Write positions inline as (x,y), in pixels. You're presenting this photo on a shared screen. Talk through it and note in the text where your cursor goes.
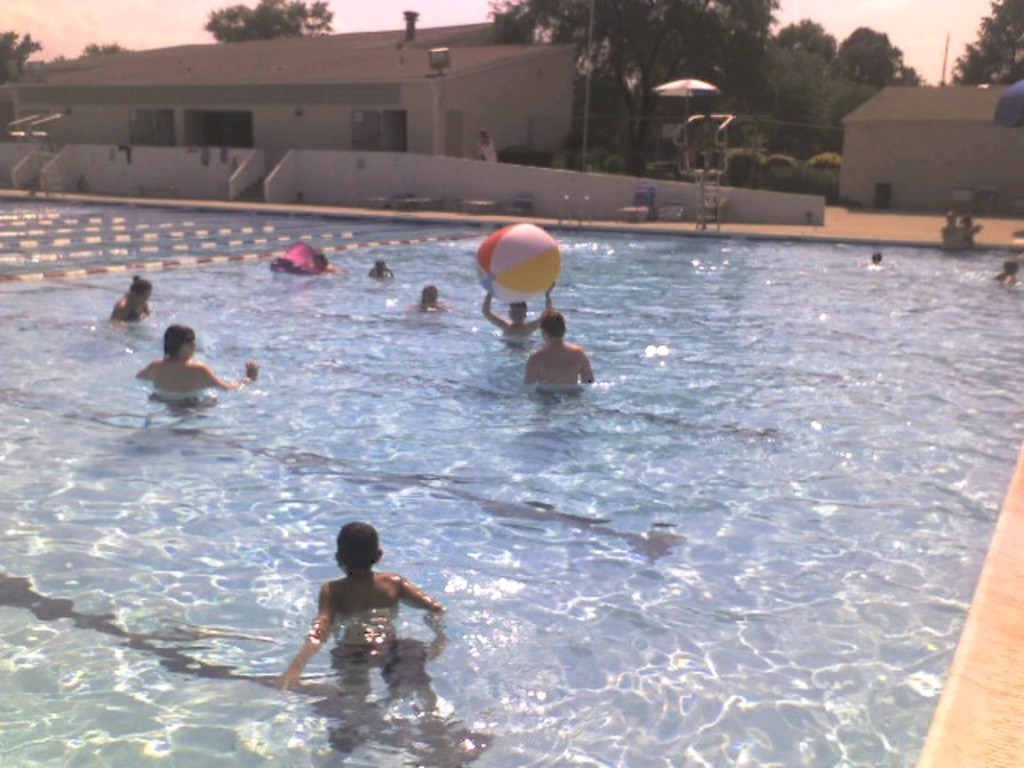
In this image in front (281,685) there are people (408,587) in the water (477,508). In the background of the image (432,137) there are buildings (546,86), trees (766,83) and sky (917,22).
